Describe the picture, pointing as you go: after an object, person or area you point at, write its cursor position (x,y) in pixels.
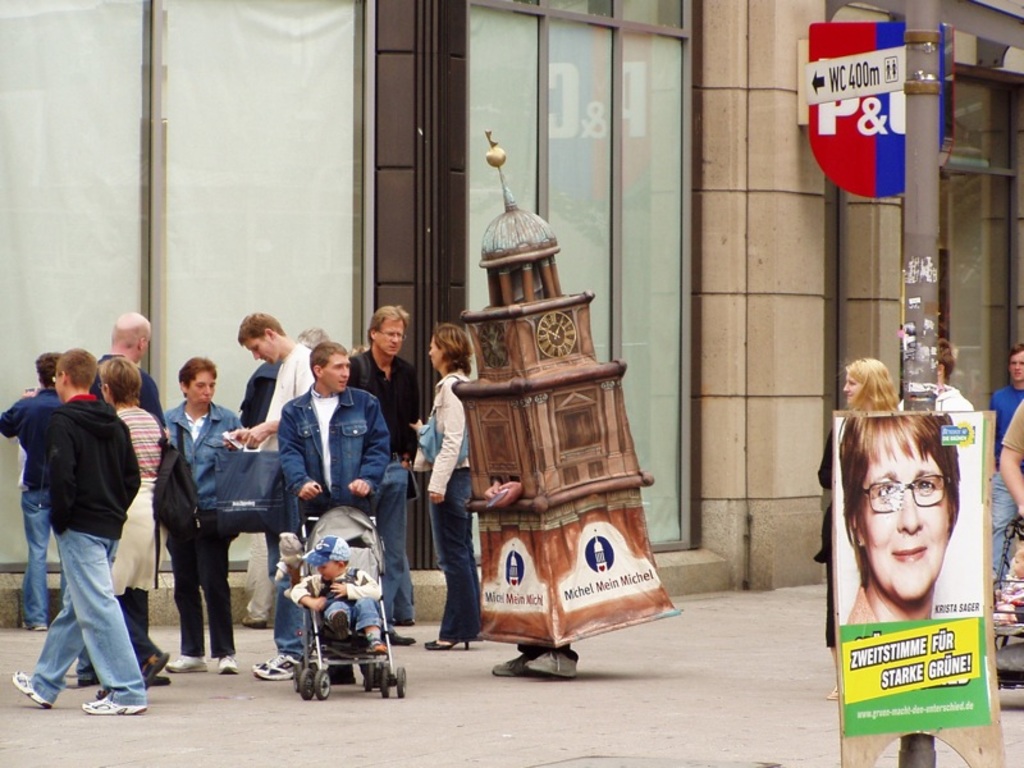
In this picture there are people (454,409), among them there is a person (480,395) wearing clock tower board (468,399). There is a kid (354,577) sitting in a stroller (353,566) and we can see boards (826,117) attached to the poles (934,299). In the background of the image (796,100) we can see building (511,104).
